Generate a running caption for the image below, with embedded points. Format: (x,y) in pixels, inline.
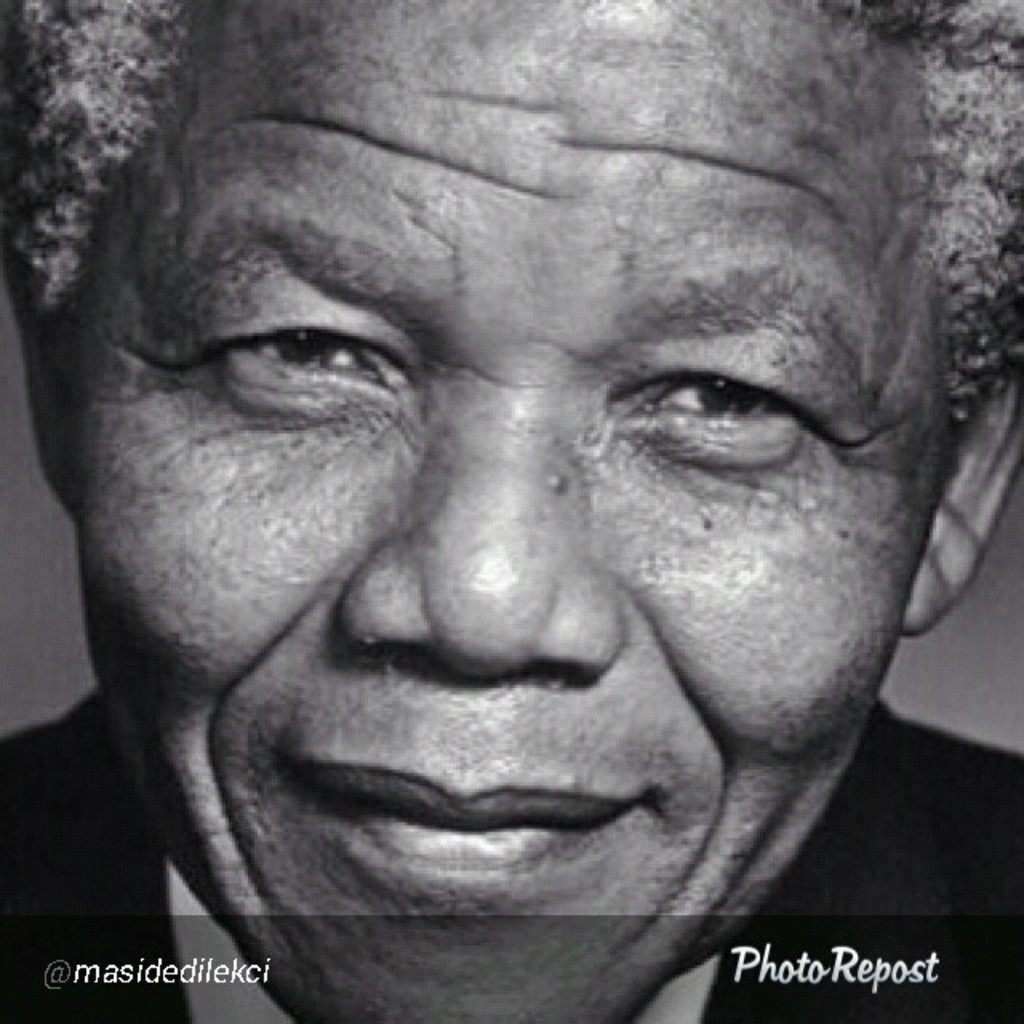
This is a black and white image where I can see, the closer view of a person (575,504) smiling. Here I can see the watermark (849,973) at the bottom of the image (839,964).
